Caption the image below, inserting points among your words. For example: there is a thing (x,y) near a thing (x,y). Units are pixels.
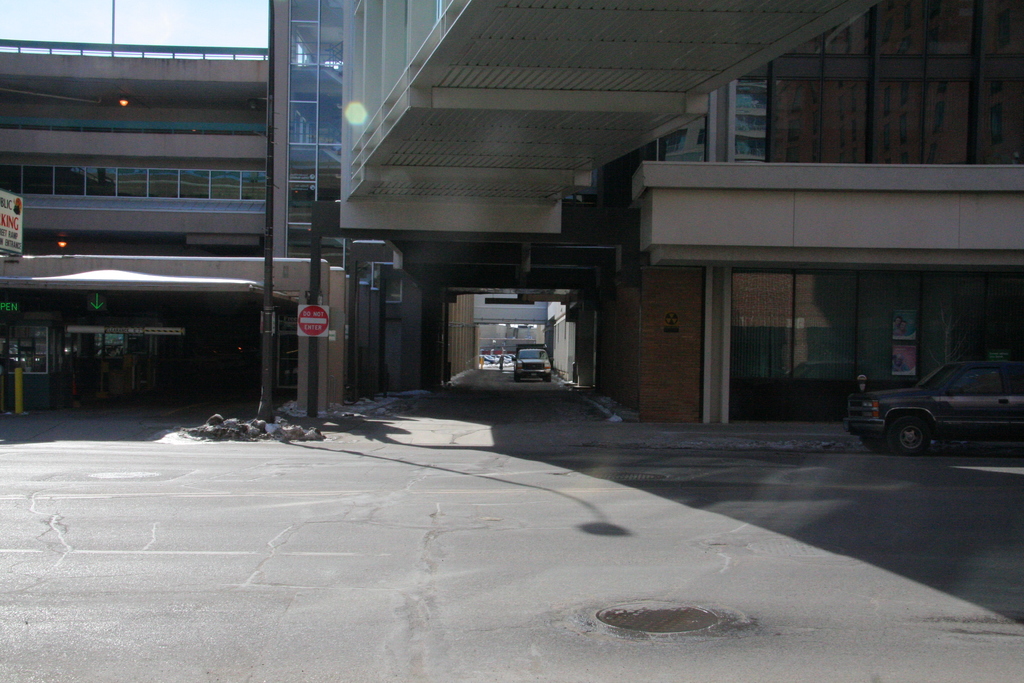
In this picture we can see buildings (255,162), on the left side (18,228) there is a board (8,218), we can see a pole (273,286) and some stones (295,426) in the middle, there is the sky (187,22) at the left top of the picture (156,27), we can see a bridge (593,88) in the middle (507,316), on the right side (937,409) there is a car (893,400), we can see another vehicle (532,360) in the middle (532,360).
